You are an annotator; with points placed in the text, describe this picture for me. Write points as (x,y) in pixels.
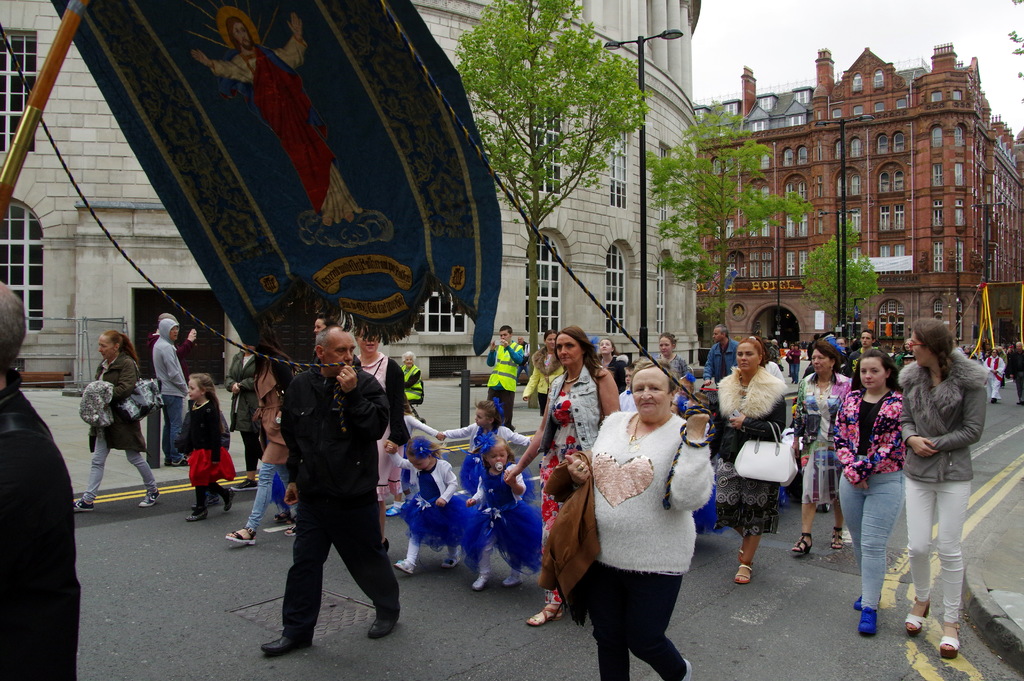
In this picture there are people (323,470) on the road (998,503), among them there are two people (375,442) walking and holding ropes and we can see wooden pole (40,94) and banner (301,164). We can see trees (541,25), poles (634,40) and lights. In the background of the image (704,152) we can see buildings (886,112), banner (1006,286) and sky (957,23).
